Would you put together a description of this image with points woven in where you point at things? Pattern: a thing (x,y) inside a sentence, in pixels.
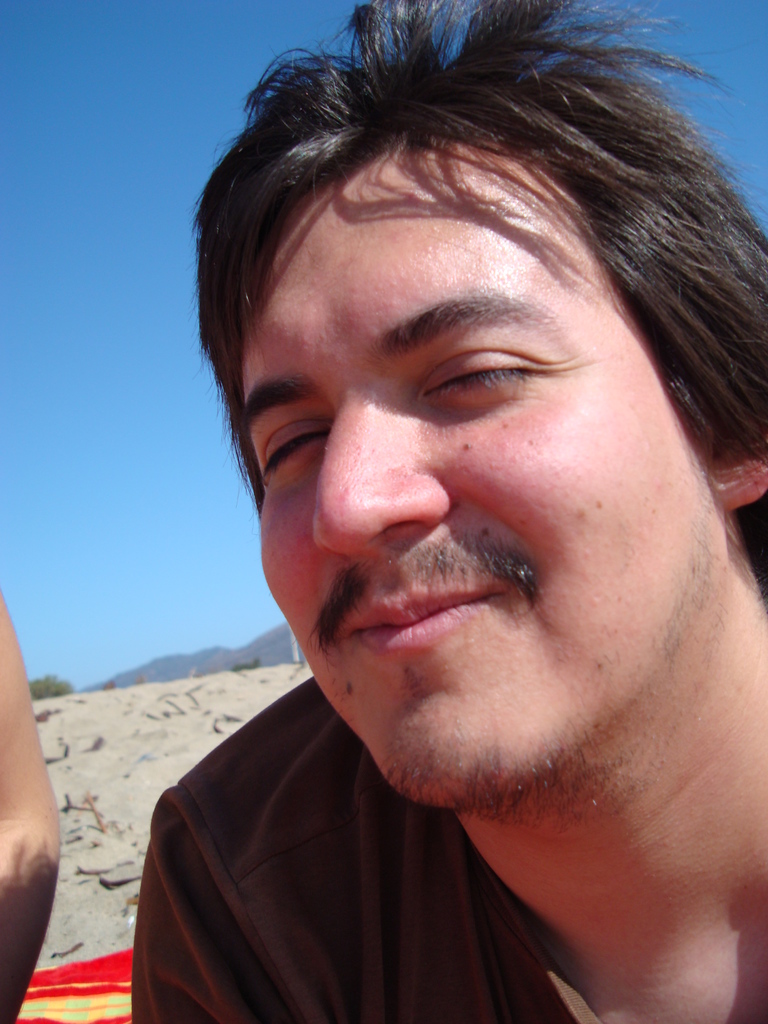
There is a person (623,336) in a t-shirt (438,816) smiling. In the background (224,733), there is sand surface (167,694), there is a tree (240,668), mountain (180,664) and blue sky (111,169).
